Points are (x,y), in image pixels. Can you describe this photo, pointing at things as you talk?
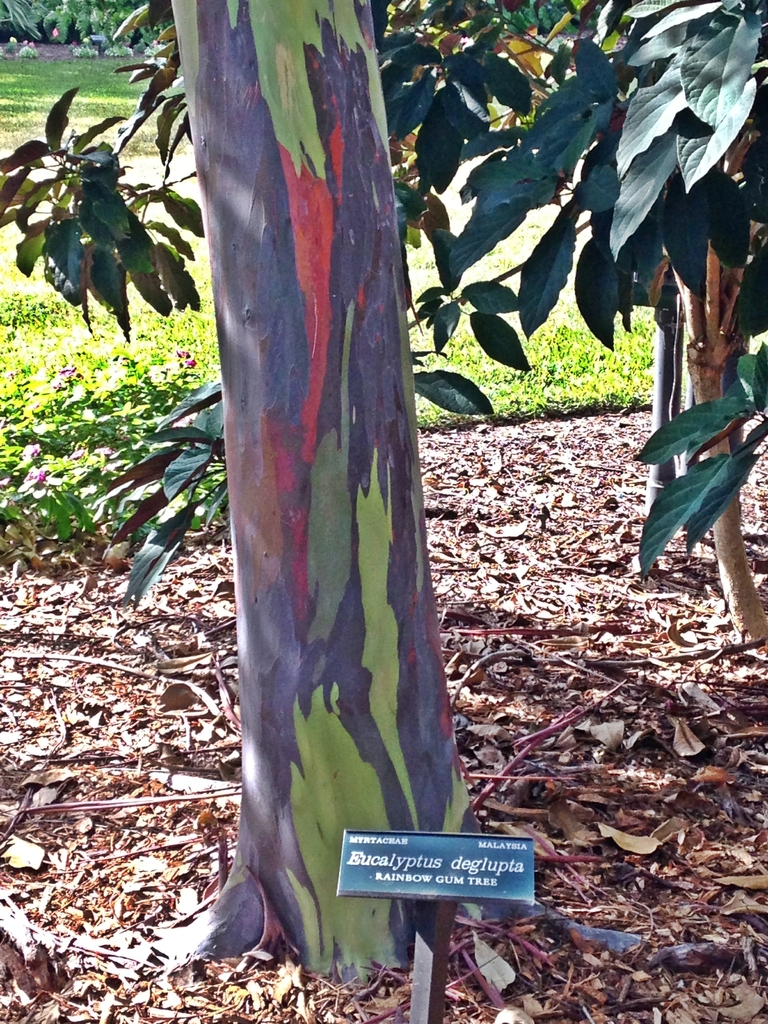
Here I can see some plants (357,798) on the ground (627,887). At the bottom (440,857) I can see a board (487,863) on which I can see some text (372,861). In the background (588,368) there is a grass (549,393).
